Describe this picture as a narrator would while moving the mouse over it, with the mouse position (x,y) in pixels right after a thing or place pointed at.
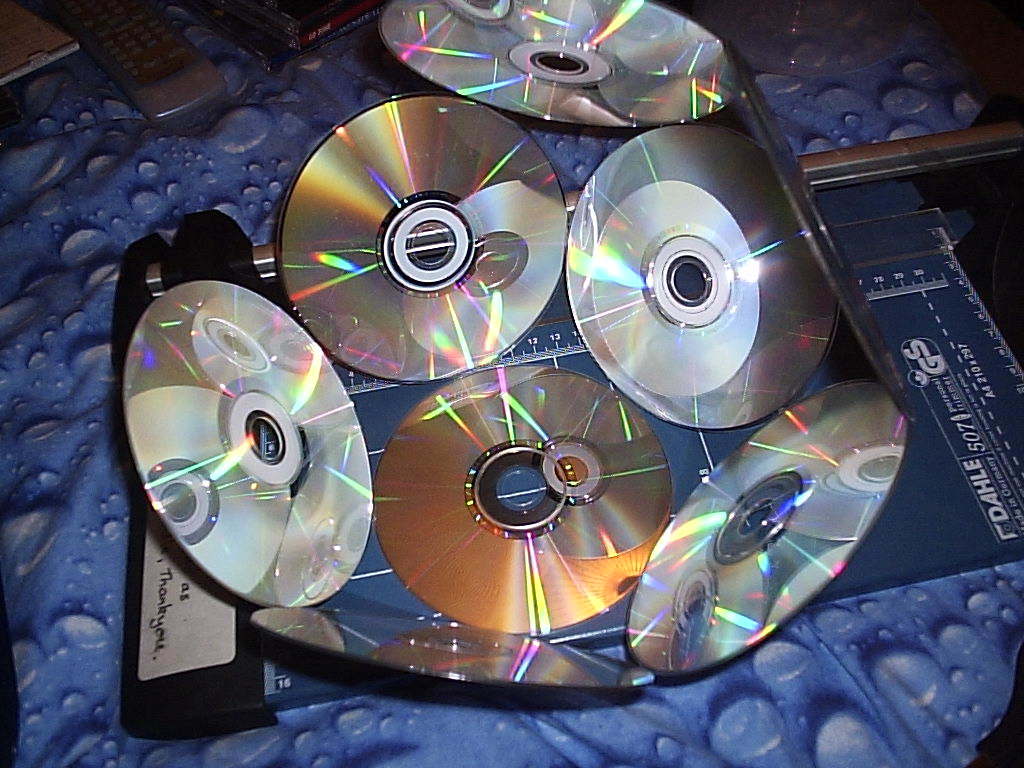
In the picture there are few CD's (361,239) arranged in the form of a bowl (559,454) and there is a remote (187,108) beside that bowl (557,593).
